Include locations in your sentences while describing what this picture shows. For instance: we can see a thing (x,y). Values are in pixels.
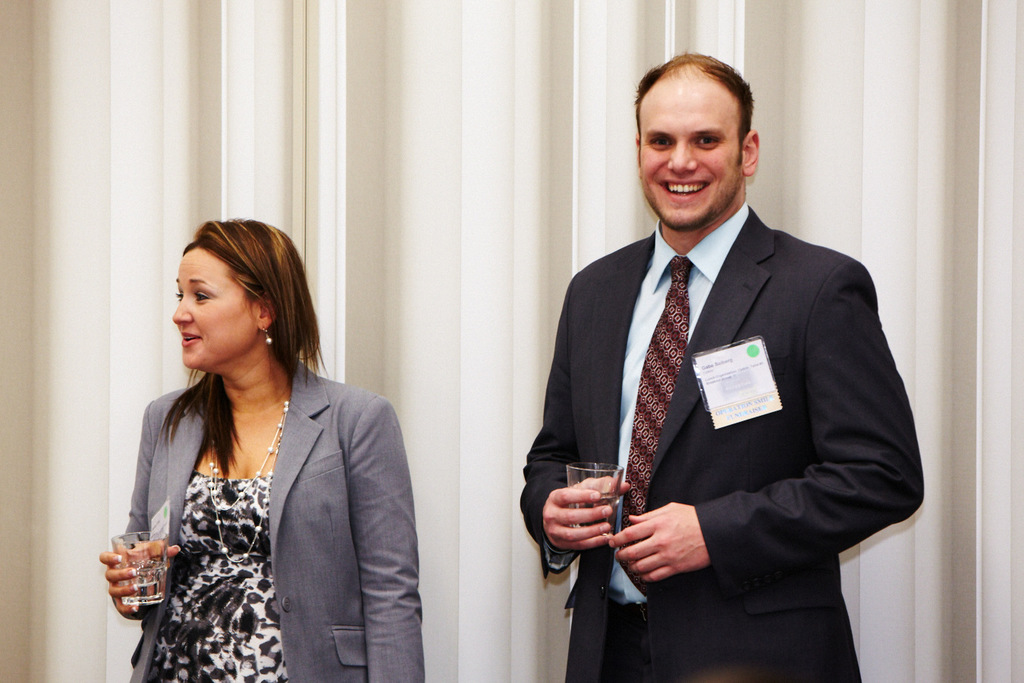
In this image, we can see a man (722,442) and a lady (239,485) standing and smiling and holding glasses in their hands (676,512). In the background (380,114), there is a curtain (482,53).
